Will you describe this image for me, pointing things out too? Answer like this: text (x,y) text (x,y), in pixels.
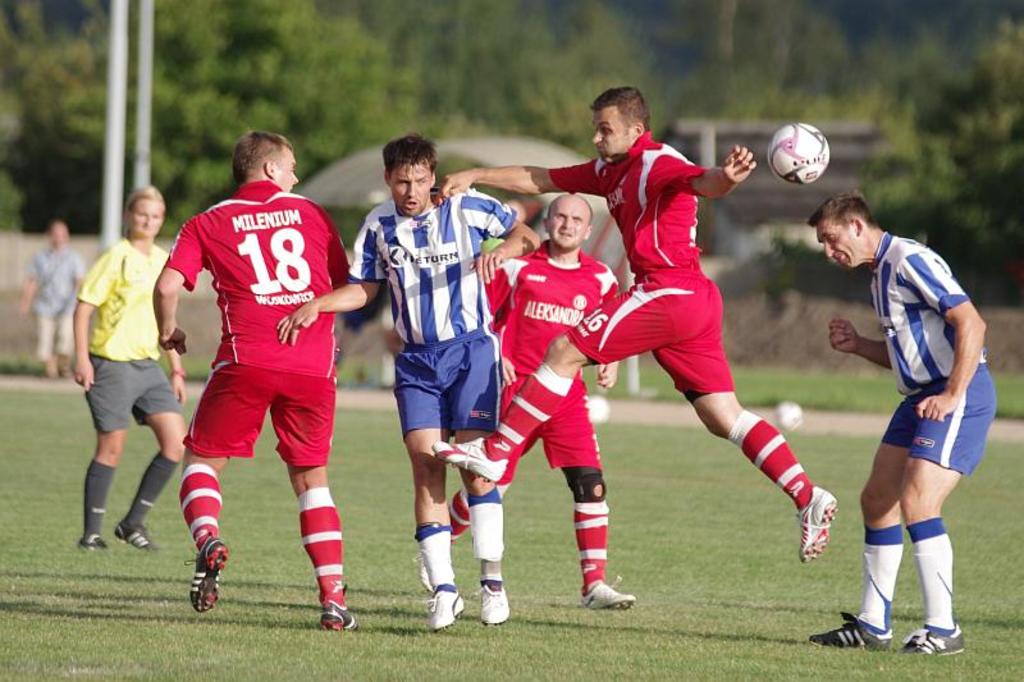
In this picture we can see a person (613,149) jumping in the air. We can see a ball (816,130) in the air. There is a man (950,403) standing on the right side (895,464). We can see a few people (463,479) walking on the grass (394,576). There are poles (110,143), few objects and trees (416,114) in the background (496,98). Background (972,171) is blurry.
